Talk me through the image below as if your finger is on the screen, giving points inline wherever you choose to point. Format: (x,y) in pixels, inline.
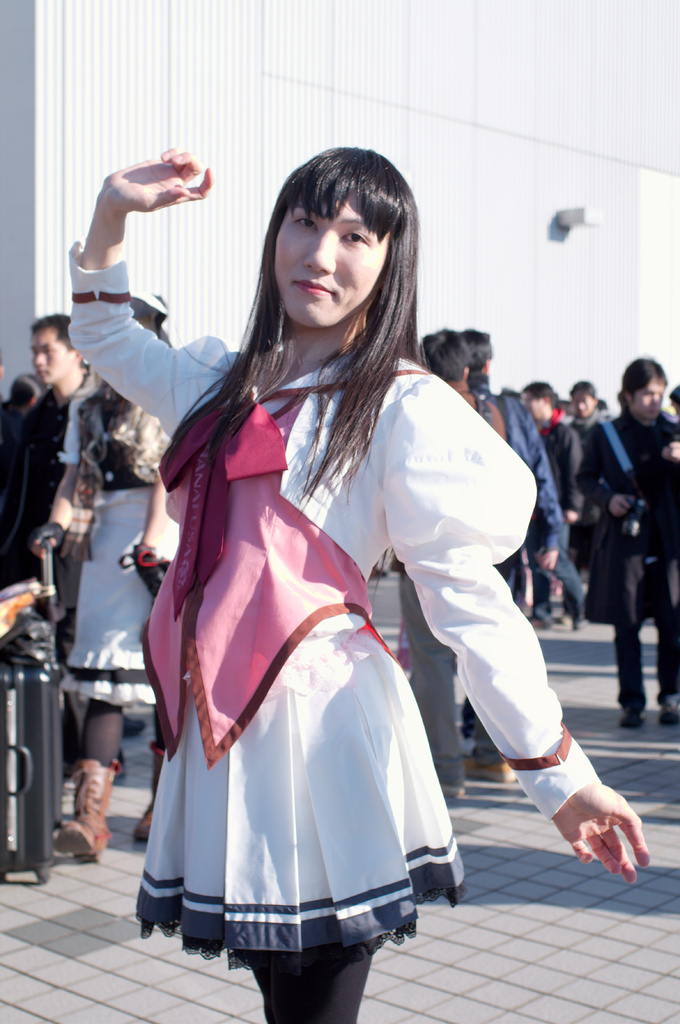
In this image there is a woman (117,339) standing, and in the background (76,398) there are group of people (76,398) standing, building (653,170).
